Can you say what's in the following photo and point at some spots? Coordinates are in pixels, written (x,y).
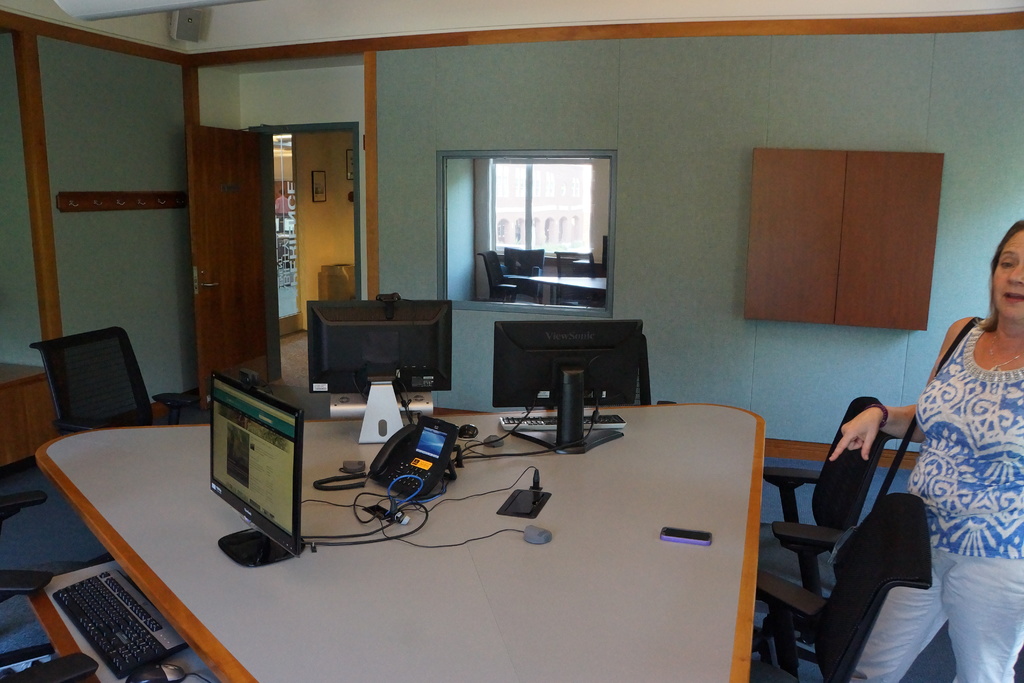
In the image we can see a woman (928,431) standing. There are many chairs (116,359) and a table (510,595). There are three systems (391,433) on the table (368,468). This is a telephone (402,445) and a window (470,251).
